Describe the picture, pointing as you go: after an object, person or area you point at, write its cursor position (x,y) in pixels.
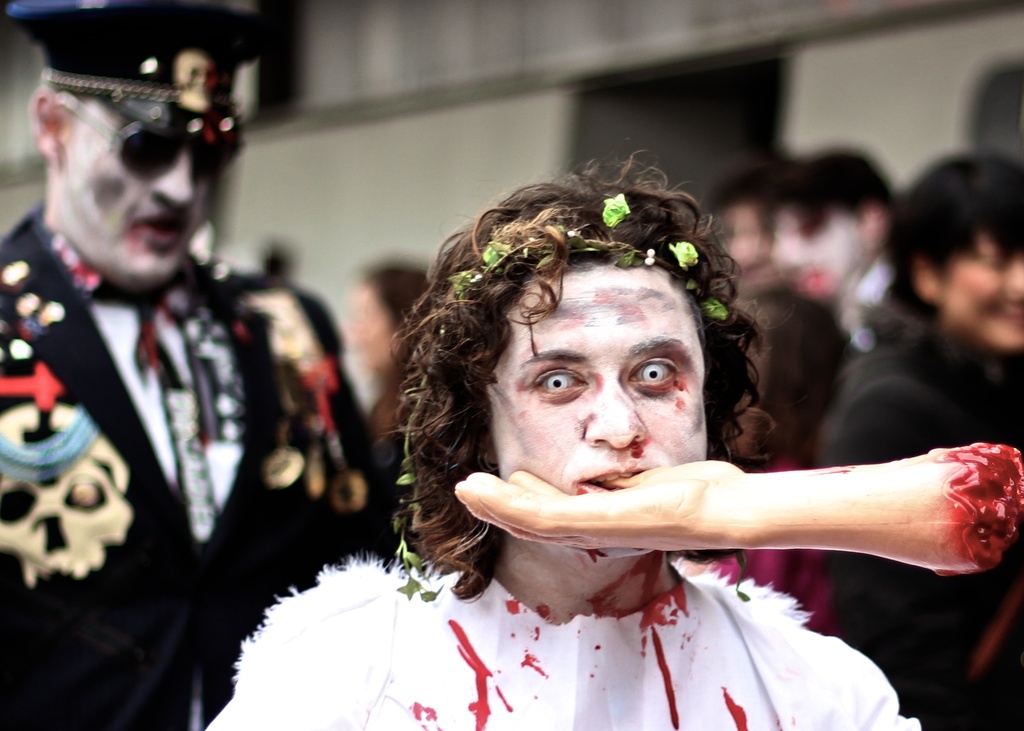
In the middle (592,252) a person (685,564) is biting a doll's hand (723,509), this person (594,487) wore a white color dress (465,644). In the left side (263,406) there is a man (235,31) who wore black color coat (117,418), spectacles (150,146), cap (208,66). In the right side (990,281) there are few other people (1000,225).
